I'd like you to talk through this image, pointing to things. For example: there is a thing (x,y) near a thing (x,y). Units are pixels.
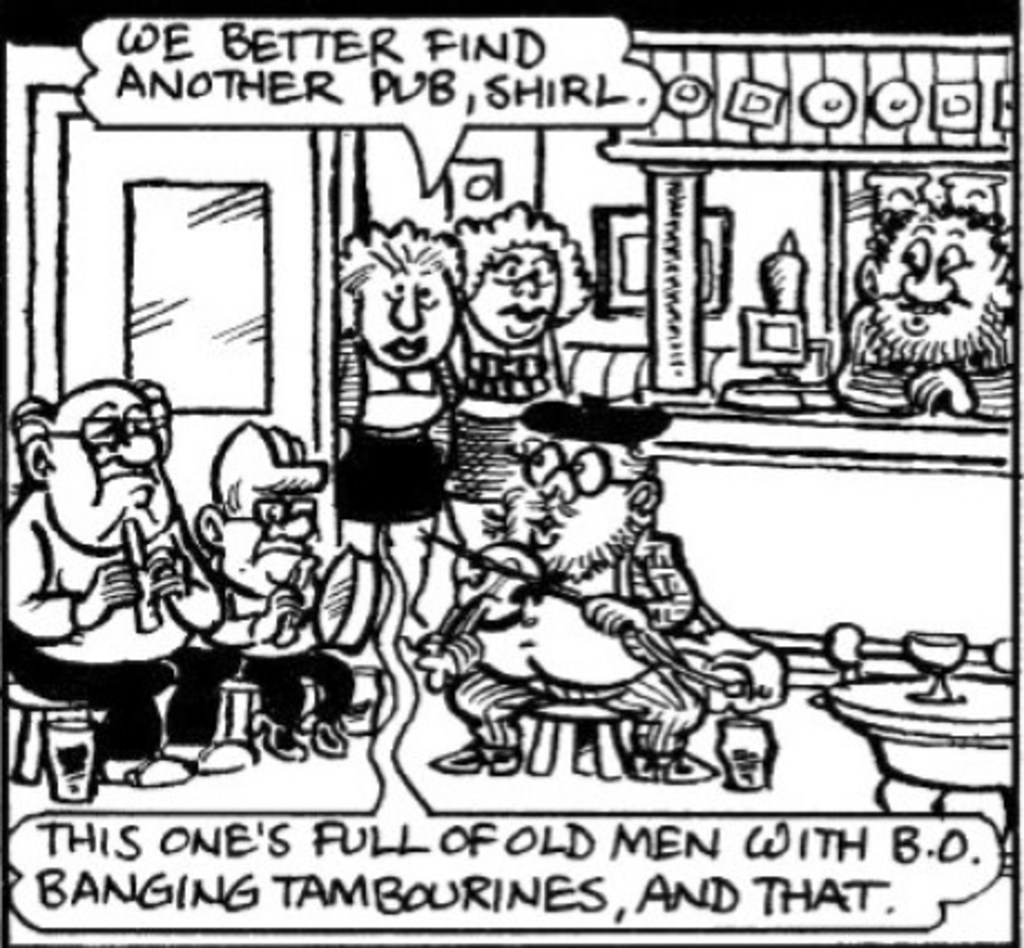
In this image, this looks like a drawing of the cartoon images (617,380). These are the letters (498,886) on it. I can see the drawing of people (473,352), door (223,342), table (927,689), glass (927,662) and few other objects (692,227).
